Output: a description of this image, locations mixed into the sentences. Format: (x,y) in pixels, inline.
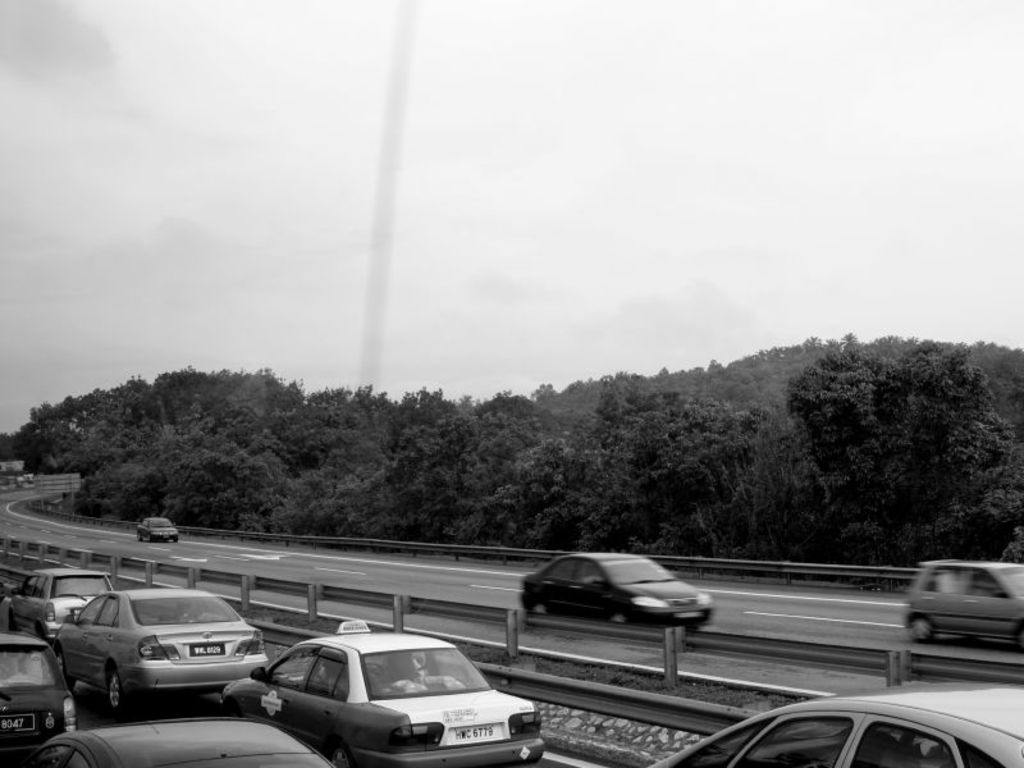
In this image there are cars (44,720) on the road (866,626). At the background (697,516) there are trees (537,475) and sky (551,182).
